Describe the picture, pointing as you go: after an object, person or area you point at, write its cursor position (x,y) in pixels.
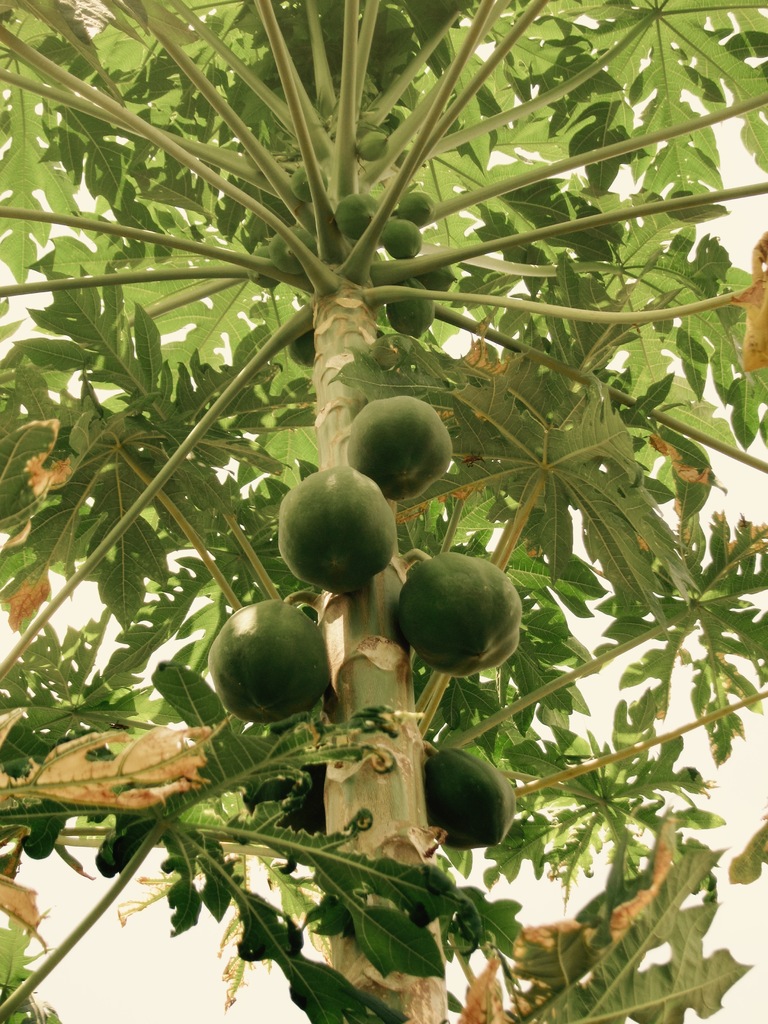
This picture is clicked outside. In the Center (339,395) we can see the trunk (345,344) of a tree (366,691) and there are many green color papayas (322,482) hanging on the tree (554,586) and we can see the branches (321,250) and leaves (620,721) of the tree (575,605).
